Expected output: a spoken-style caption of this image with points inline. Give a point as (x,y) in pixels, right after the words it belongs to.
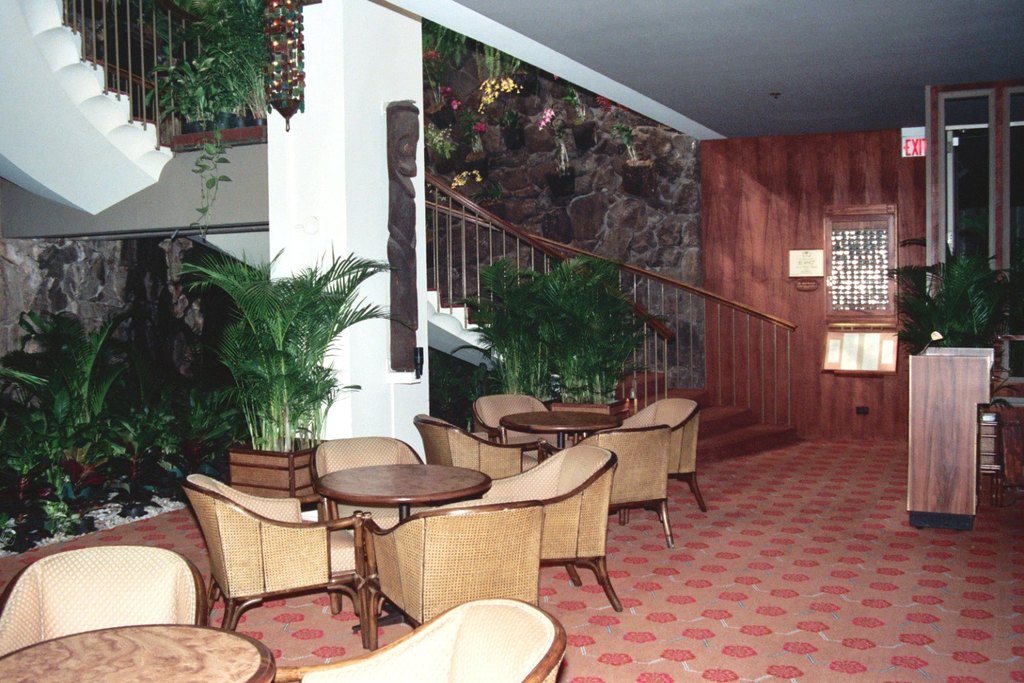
In this image I can see few tables (64,641), number of chairs (609,481), number of plants (621,376), stairs (5,176) and railings (453,257). On the top right side of this image (913,151) I can see an exit sign board (912,151) on the wall (887,171) and I can also see few other things (859,305) on the wall (833,386).
